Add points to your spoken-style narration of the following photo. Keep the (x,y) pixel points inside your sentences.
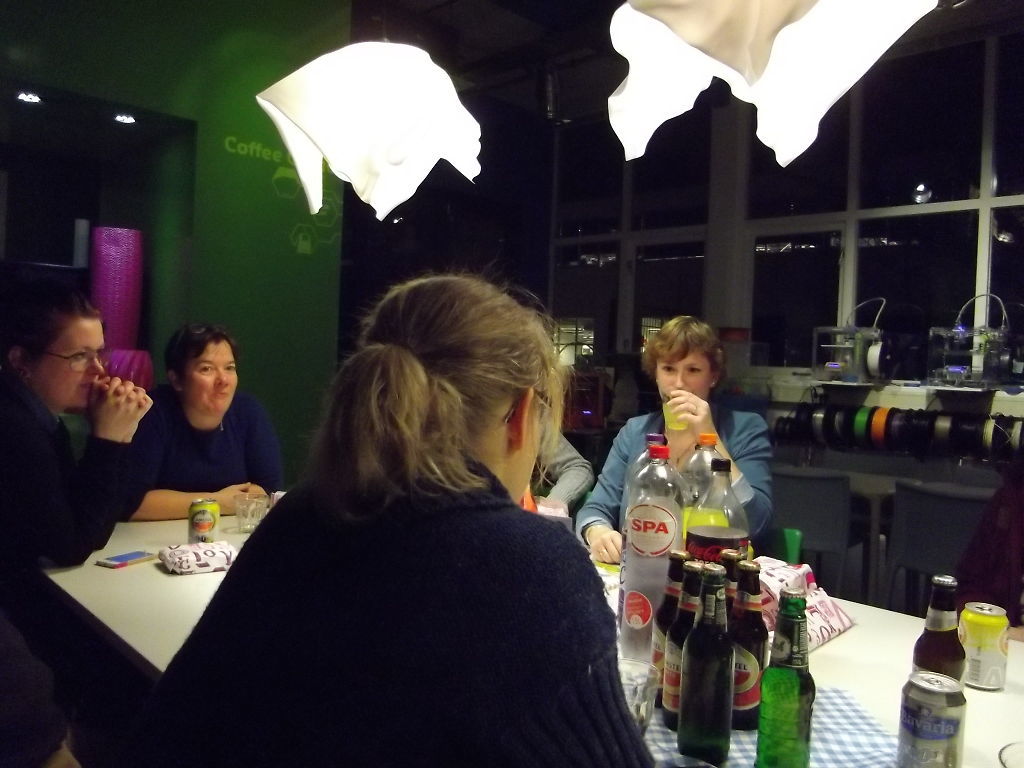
This is a picture of group of people (548,556) sitting in the chairs (780,532) and in table (846,689) there are group of bottles (720,745), tins (973,620), mobile phone (147,552) and in back ground (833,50) there are lights (775,154) and some machines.
